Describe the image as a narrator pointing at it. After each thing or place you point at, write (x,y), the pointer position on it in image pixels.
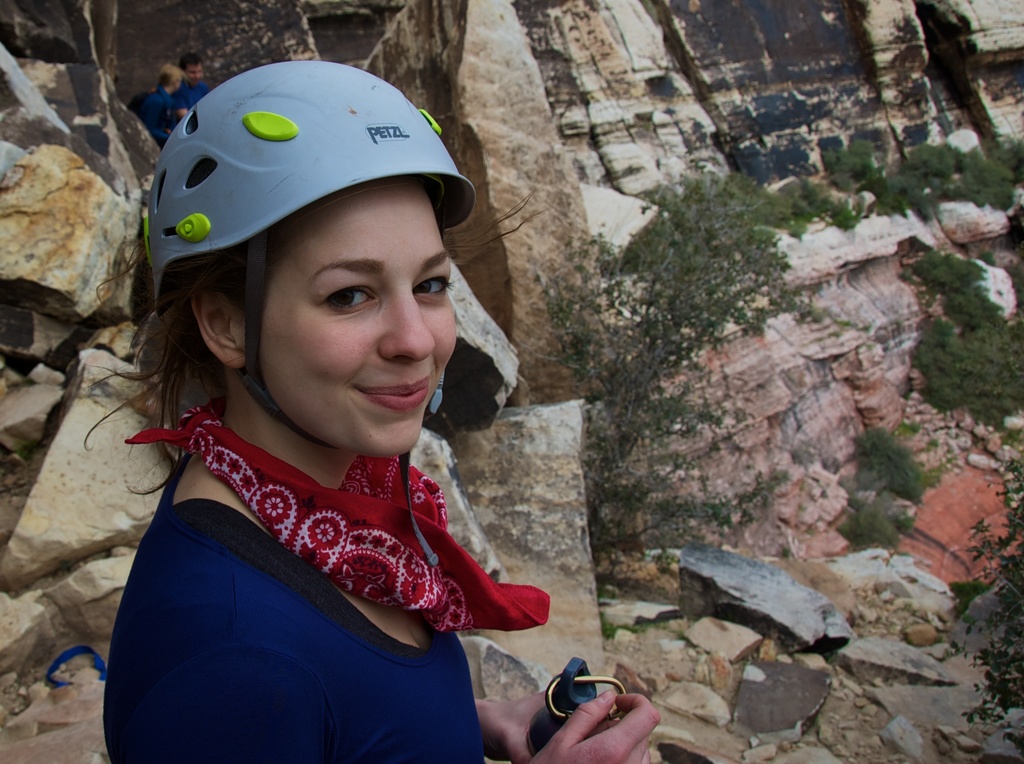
This is the woman (402,662) standing and smiling. She wore a helmet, T-shirt (261,687) and a scarf (381,570). She is holding a bottle (559,724) in her hand (511,721). These look like rocks (84,299). I can see the trees (950,269). I think these are the hills (858,278) with rocks (917,517). In the background (185,90), I can see two people (178,95) standing.
